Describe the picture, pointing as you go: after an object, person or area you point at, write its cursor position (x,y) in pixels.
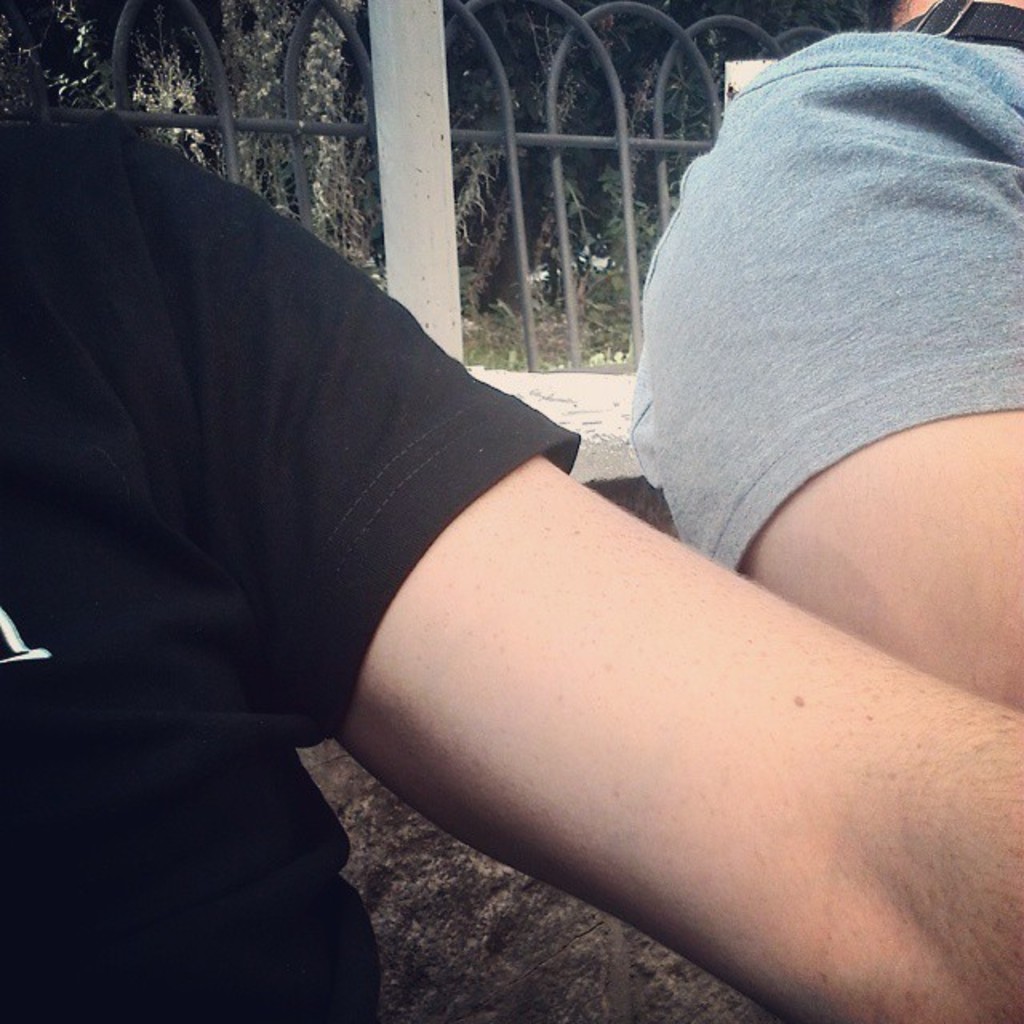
In this picture we can see two persons (473,631), wall (411,857), fence (461,124) and in the background (608,124) we can see trees (249,6).
